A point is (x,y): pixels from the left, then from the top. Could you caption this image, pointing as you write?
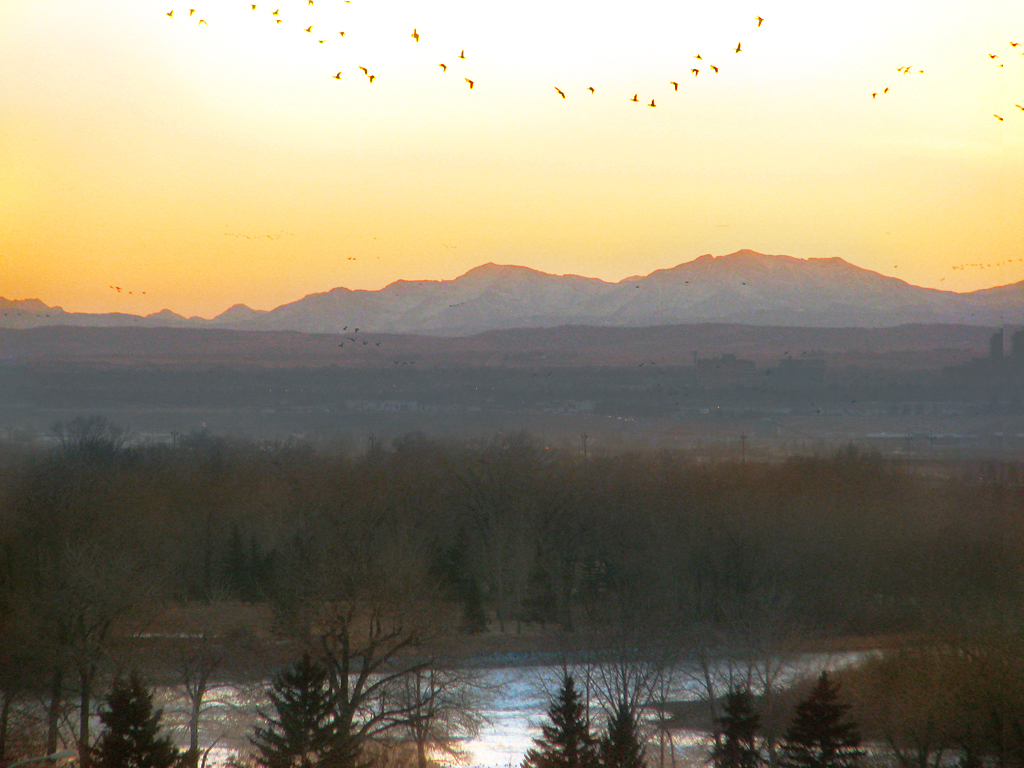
In the image we can see there are many trees (296,519) and birds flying in the sky (510,33). We can even see a mountain (613,309), snow (493,733) and a pale orange sky (191,193).
